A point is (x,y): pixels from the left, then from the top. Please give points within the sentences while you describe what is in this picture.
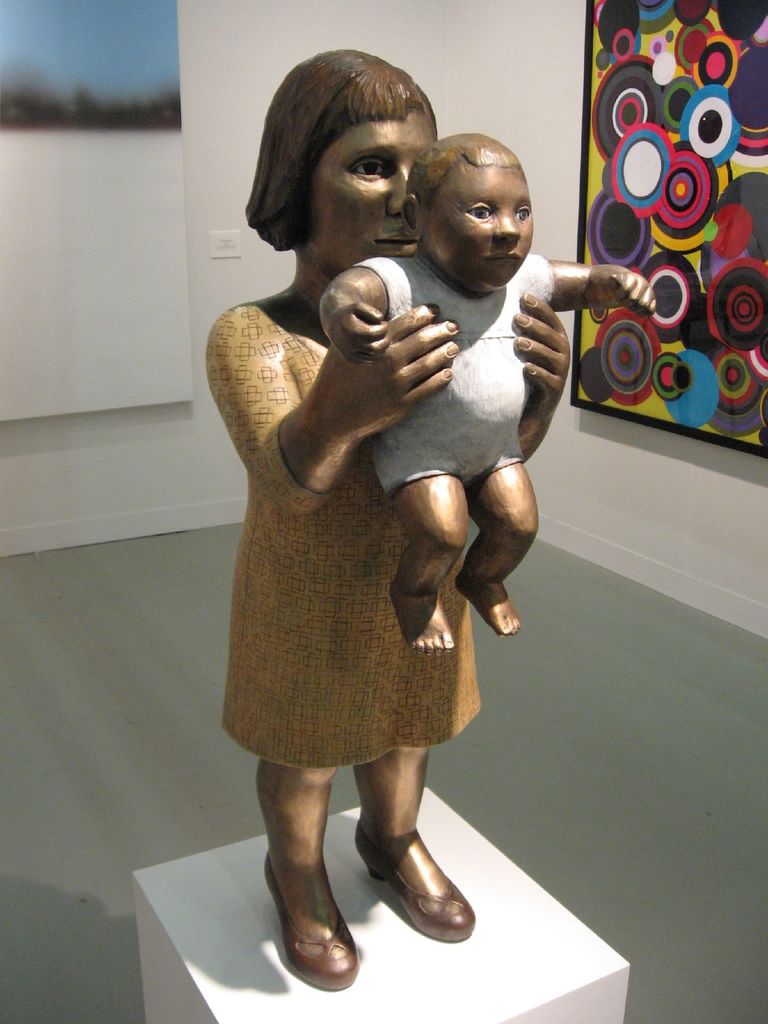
In this picture we can observe statue (488,581) of a woman (417,249) holding a baby (456,407) in her hands (388,330). The statue (318,300) is in brown color. On the right side (657,208) we can observe a photo frame (658,330) fixed to the wall (577,119). In the background (219,78) there is a wall (198,172).
